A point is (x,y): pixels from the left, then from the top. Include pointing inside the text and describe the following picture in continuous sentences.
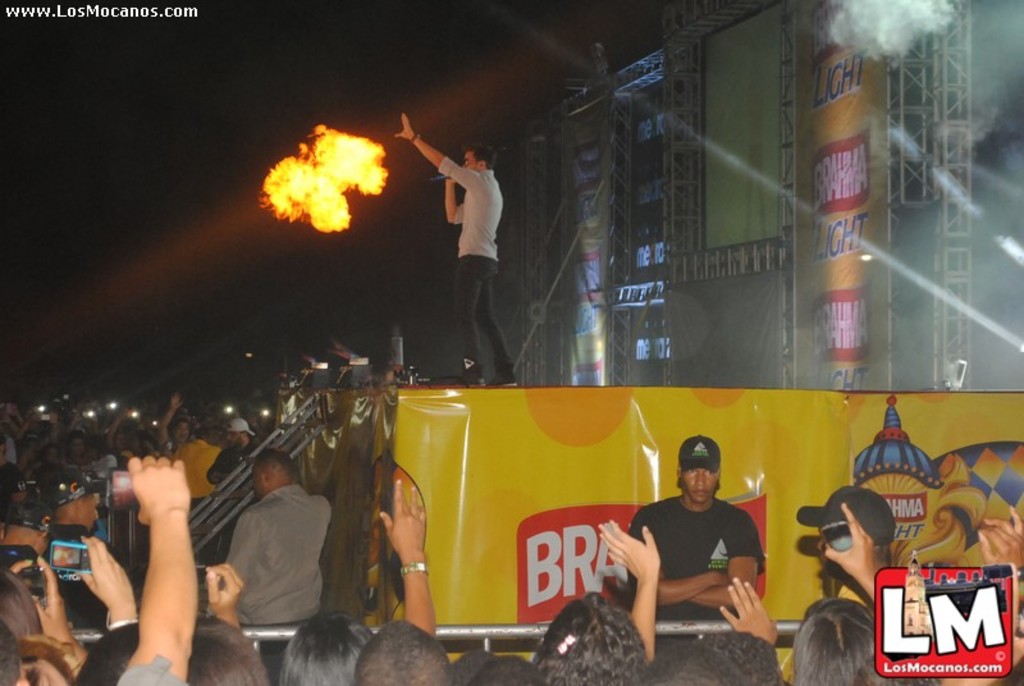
This picture describes about group of people (79,502), few people (150,468) holding cameras (81,565), in the middle of the image (491,277) we can see a man (481,214), in front of him we can see fire (274,168), in the background (934,51) we can find few metal rods (677,108), hoardings (849,192) and smoke (891,53), on left top of the image (188,17) we can see a watermark (163,17), at the right bottom of the image (904,592) we can see a logo (897,605).
